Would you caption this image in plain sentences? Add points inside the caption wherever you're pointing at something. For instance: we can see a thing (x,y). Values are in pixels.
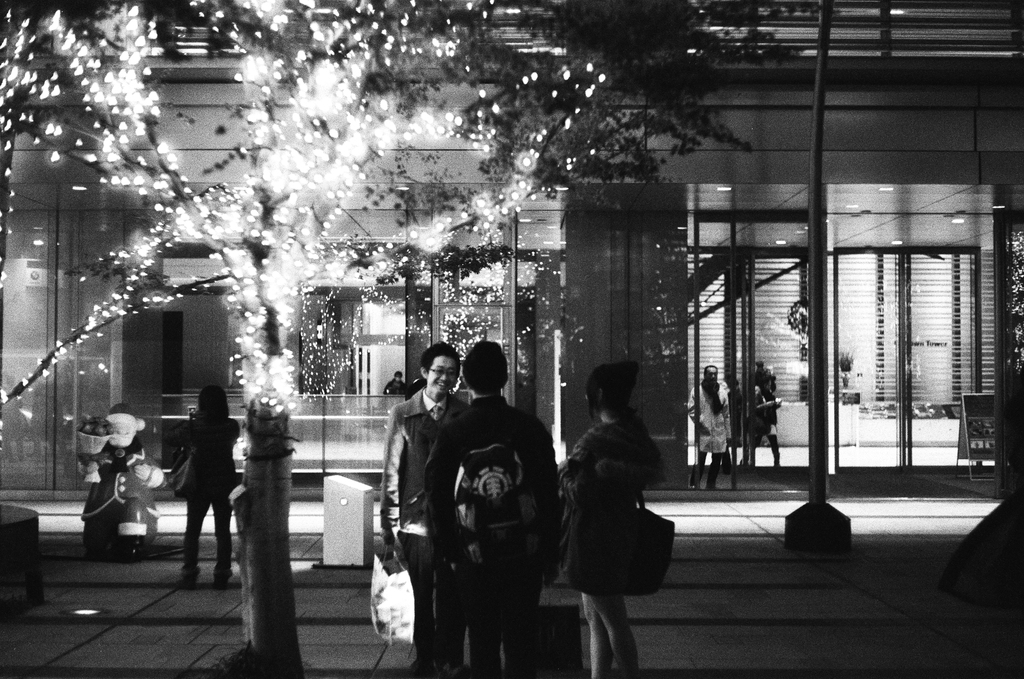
In the foreground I can see a group of people (423,435) on the road (779,598). In the background (754,471) I can see a tree (305,224), building (712,275) and doors (695,351). This image is taken during night.
